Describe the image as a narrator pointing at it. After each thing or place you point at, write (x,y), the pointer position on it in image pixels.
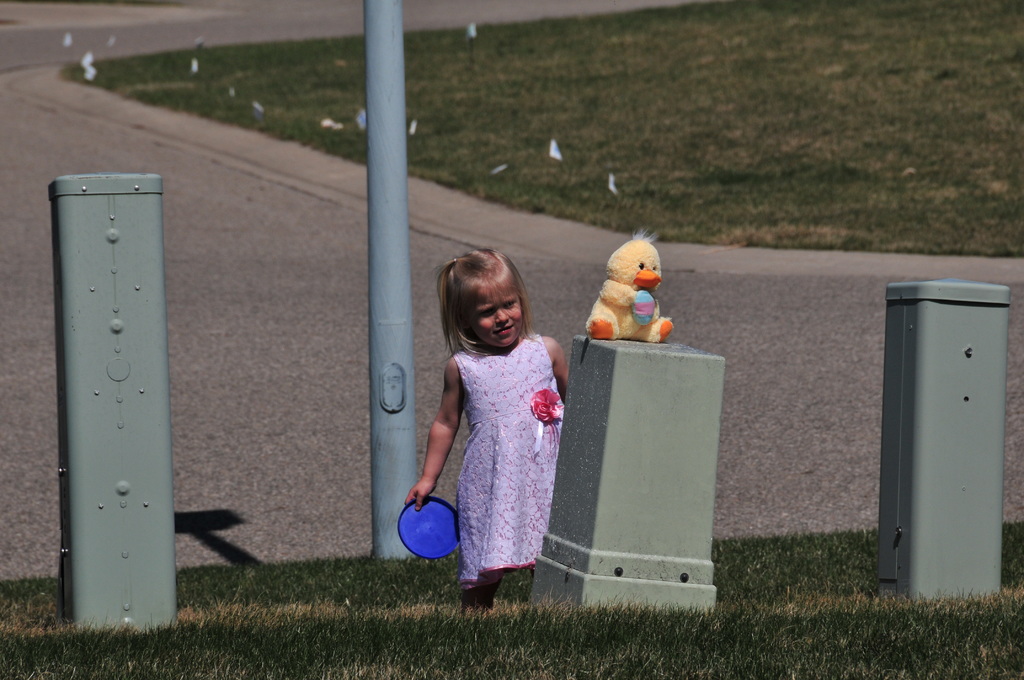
There is one girl (506,431) standing on a grassy land (490,626) and holding an object (452,524) at the bottom of this image (495,619). We can see a doll (634,304) is kept on a metal object (615,450) which is in the middle of this image (623,426). There is a road (529,280) and a grassy (605,119) at the top of this image (599,140). We can see a pole (385,149) in the middle of this image (397,319).
